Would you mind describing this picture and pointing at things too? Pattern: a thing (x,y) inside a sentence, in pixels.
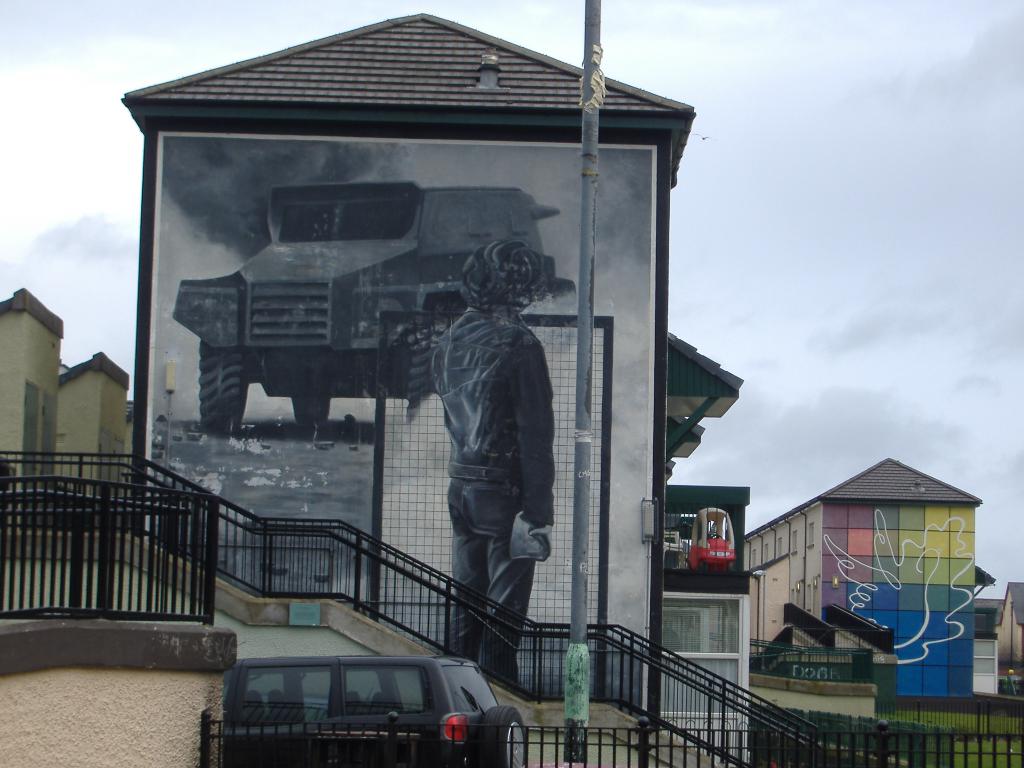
In this image, I can see the buildings (644,430) with the paintings (854,533). I can see a pole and the iron grilles (787,735). At the bottom of the image (280,742), there is a car (370,707). In the background (873,411), I can see the sky (872,302).
